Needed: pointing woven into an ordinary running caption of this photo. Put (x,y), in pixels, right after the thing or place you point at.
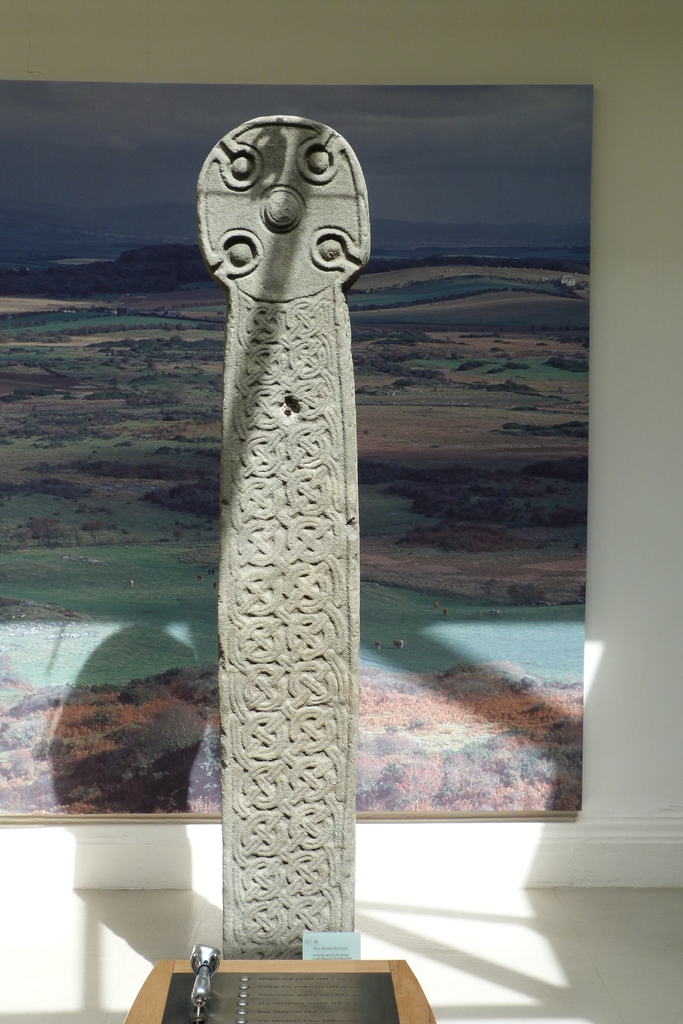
In this image we can see something which is made of stone (350,825). In the background (455,657), we can see the wall frame (474,376) on the wall (600,621) on which we can see hills (436,316), water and the sky (173,146).
